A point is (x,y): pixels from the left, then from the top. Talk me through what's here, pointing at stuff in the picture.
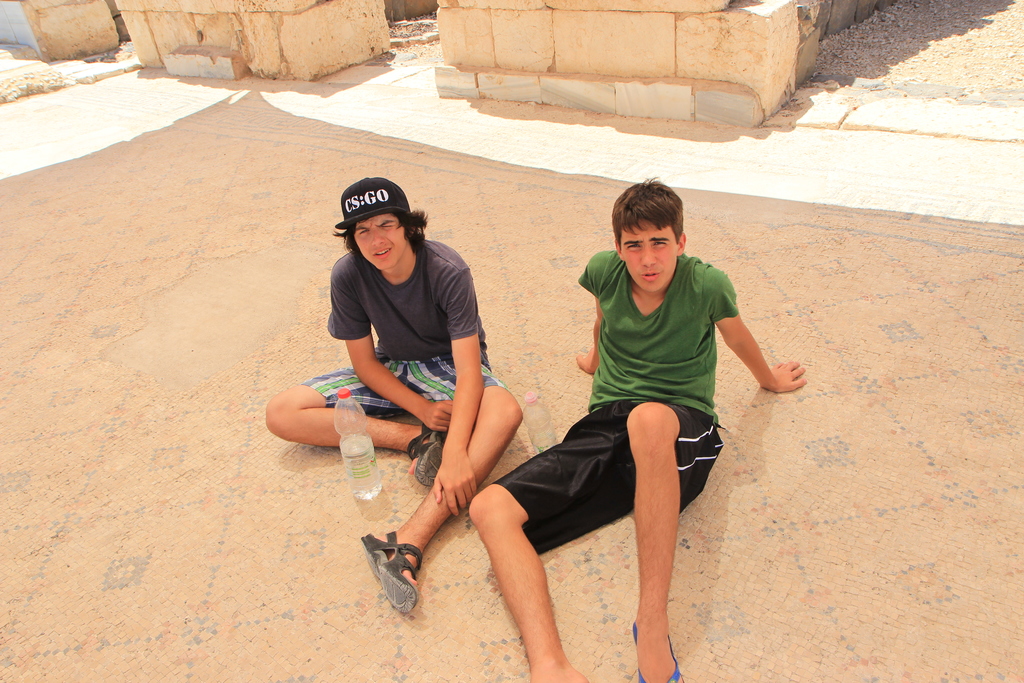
In this picture there are two men (419,249) sitting on the surface (497,242) and we can see bottles (350,394). In the background of the image (558,72) we can see walls (282,42).
